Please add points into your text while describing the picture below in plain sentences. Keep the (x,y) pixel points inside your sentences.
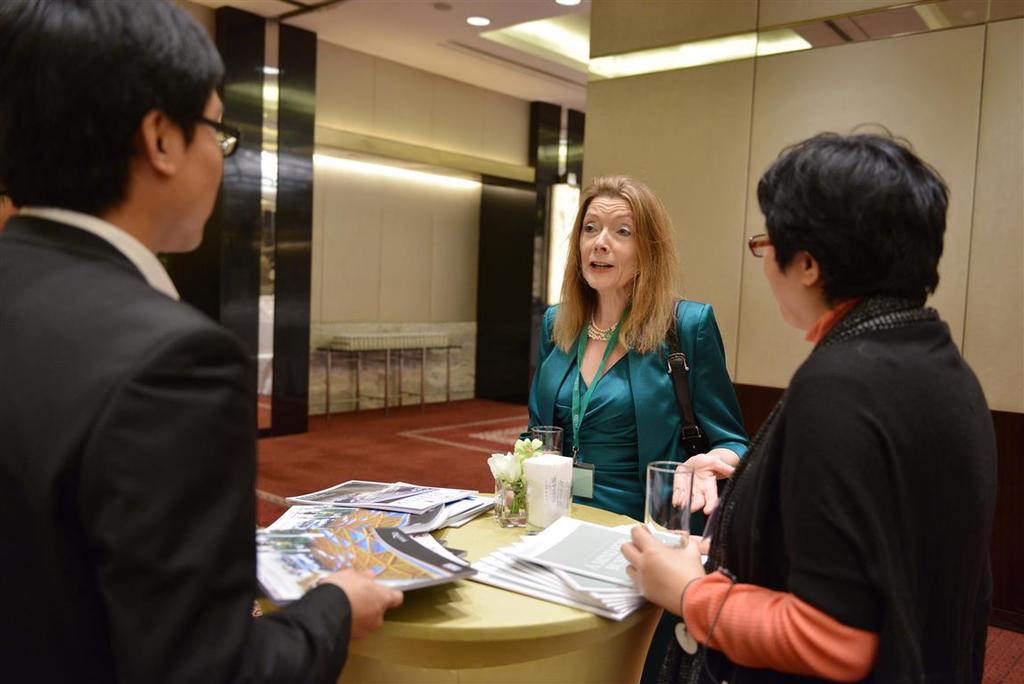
In the picture there are two women (560,393) and one man (16,248) standing in front of a table (604,624) and talking, on the table (437,646) there are some books (471,513) flower vase (504,504) glasses (541,429) there is a mat (506,414) on the floor (445,406) there are some lights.
